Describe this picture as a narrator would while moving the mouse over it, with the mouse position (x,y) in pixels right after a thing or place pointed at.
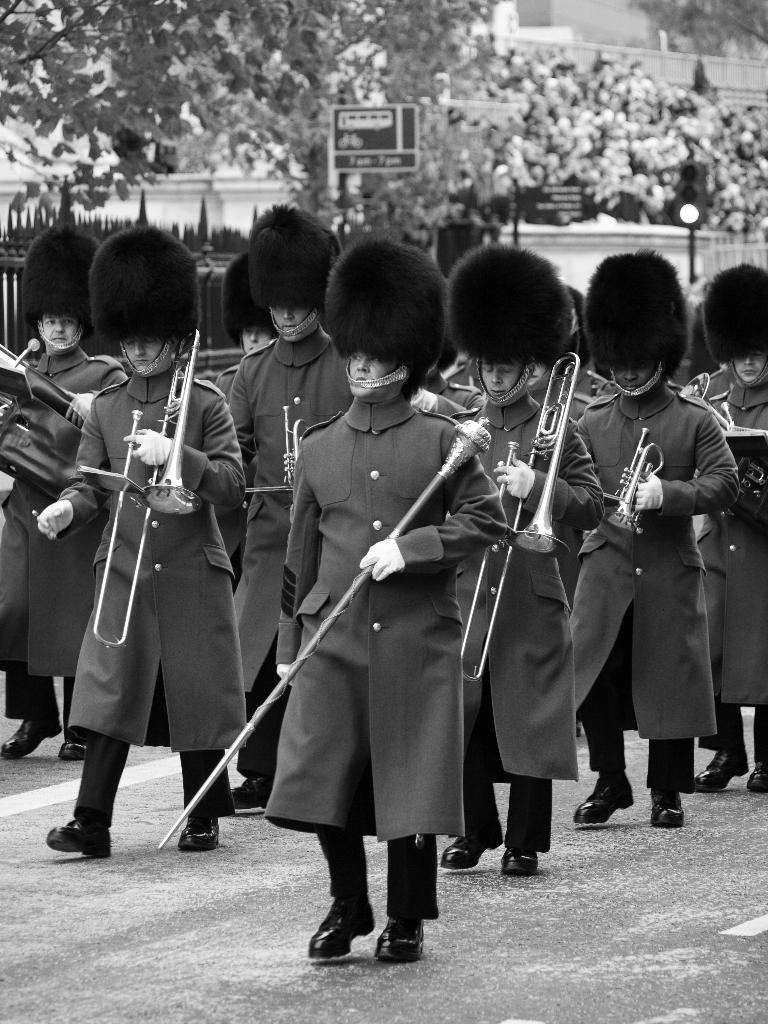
In the foreground of this black and white image, there are persons (414,872) walking on the road (541,917) one is holding a stick (430,494) and remaining are playing trumpet (626,471) and trombone (552,440). In the background (525,117), there are trees (664,175), metal railing (221,246), traffic signal pole (695,207) and a building (612,33).
